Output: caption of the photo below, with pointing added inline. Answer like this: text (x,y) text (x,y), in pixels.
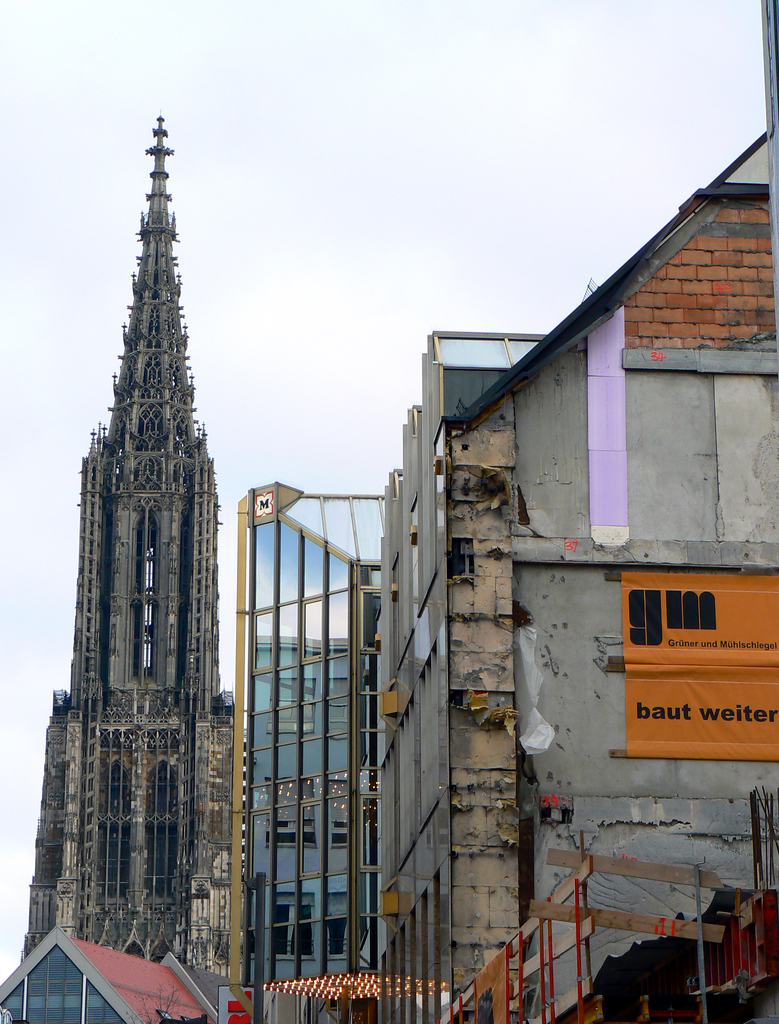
This image consists of buildings (391,563) along with tower (205,712). At the top (331,176), there is sky (529,212). On the right (769,694), we can see a banner (735,732) on the building (666,780).
